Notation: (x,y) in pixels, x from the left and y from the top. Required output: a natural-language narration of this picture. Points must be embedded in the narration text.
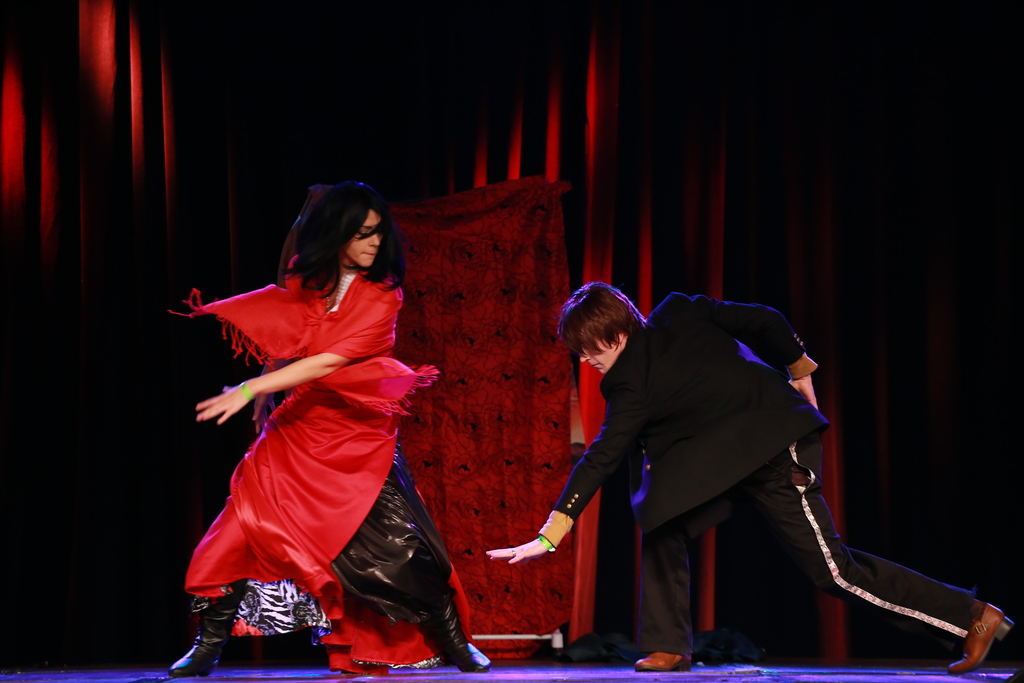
In this image, we can see people (347,463) wearing costumes (408,604) and are on the stage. In the background (186,181), there is a curtain (434,161) and we can see a cloth (462,278).
